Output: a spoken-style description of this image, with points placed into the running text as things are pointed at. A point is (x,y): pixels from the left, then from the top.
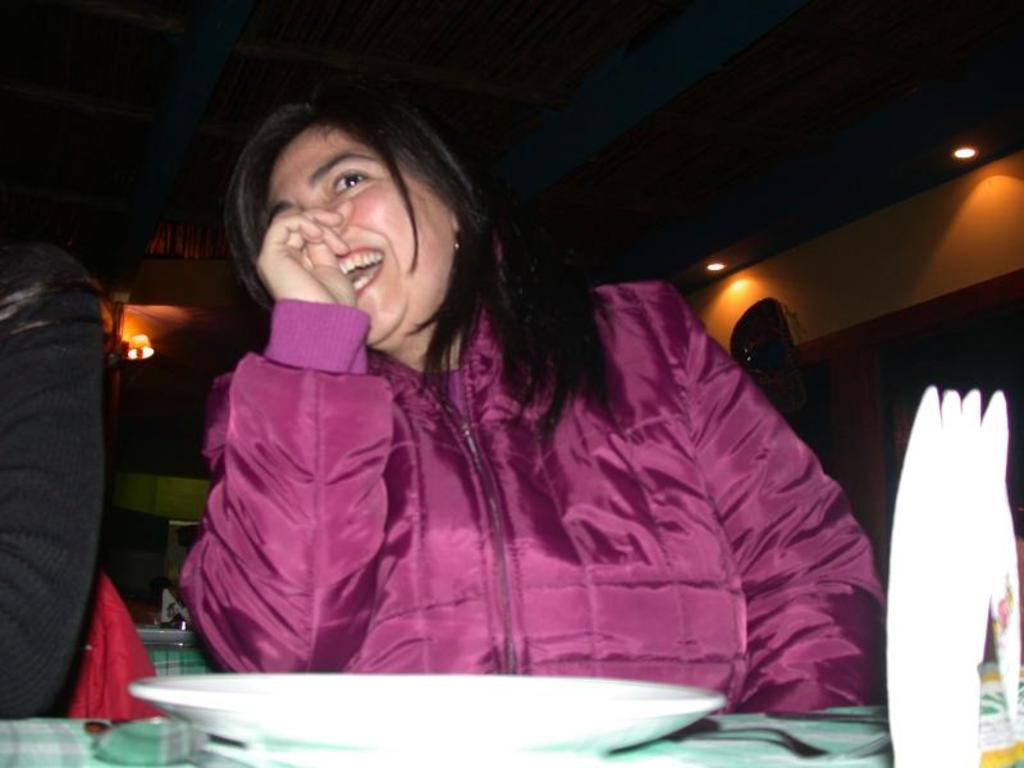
In this image I can see a woman (415,409) wearing a pink color jacket (439,394) and she is smiling, sitting in front of the table (6,743), on the table (773,718) I can see a white color plate (332,741).
